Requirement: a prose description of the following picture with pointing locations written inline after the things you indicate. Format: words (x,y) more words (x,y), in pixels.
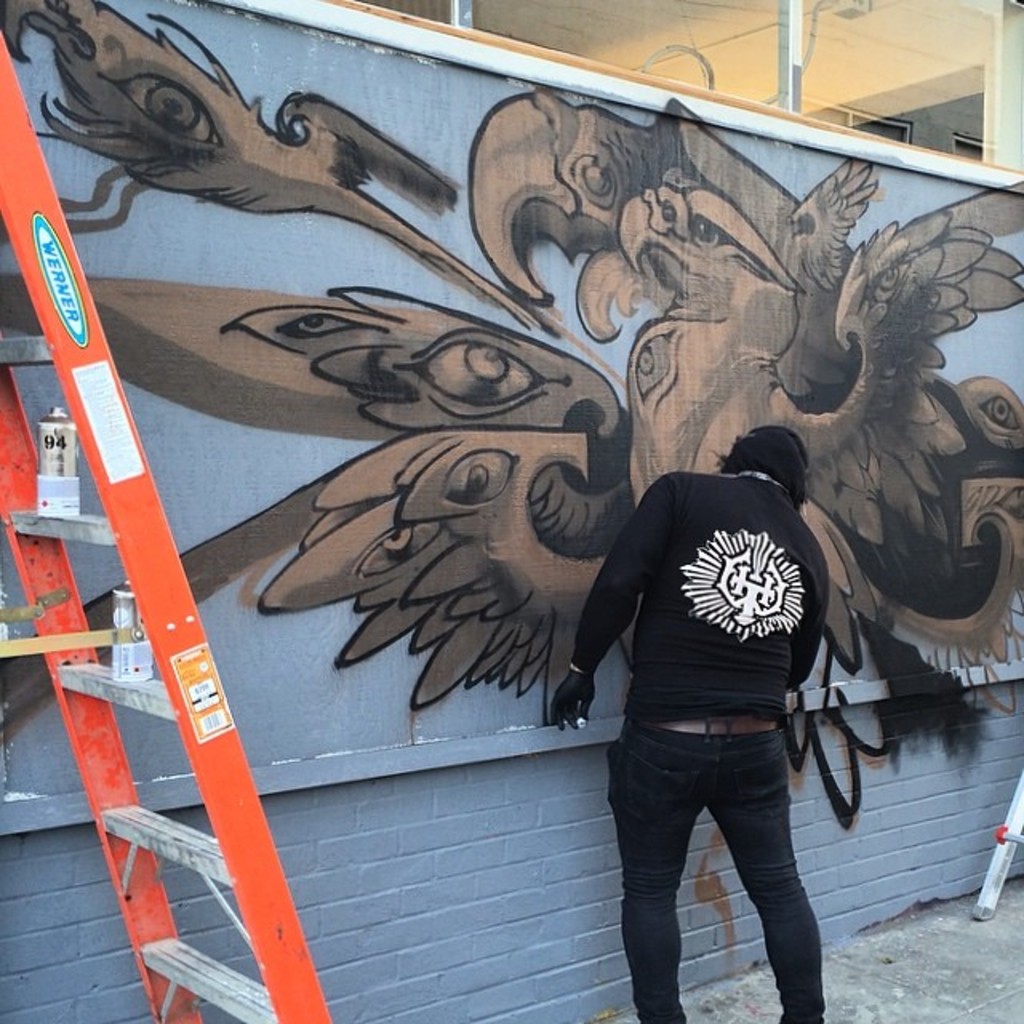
In this image in the center (668,633) there is one man (704,689) who is standing and he is doing some graffiti (867,643) on the wall (458,351), on the left side (110,441) there is a ladder (157,845) and some objects (57,460). And in the center (394,381) there is a wall (719,331).
